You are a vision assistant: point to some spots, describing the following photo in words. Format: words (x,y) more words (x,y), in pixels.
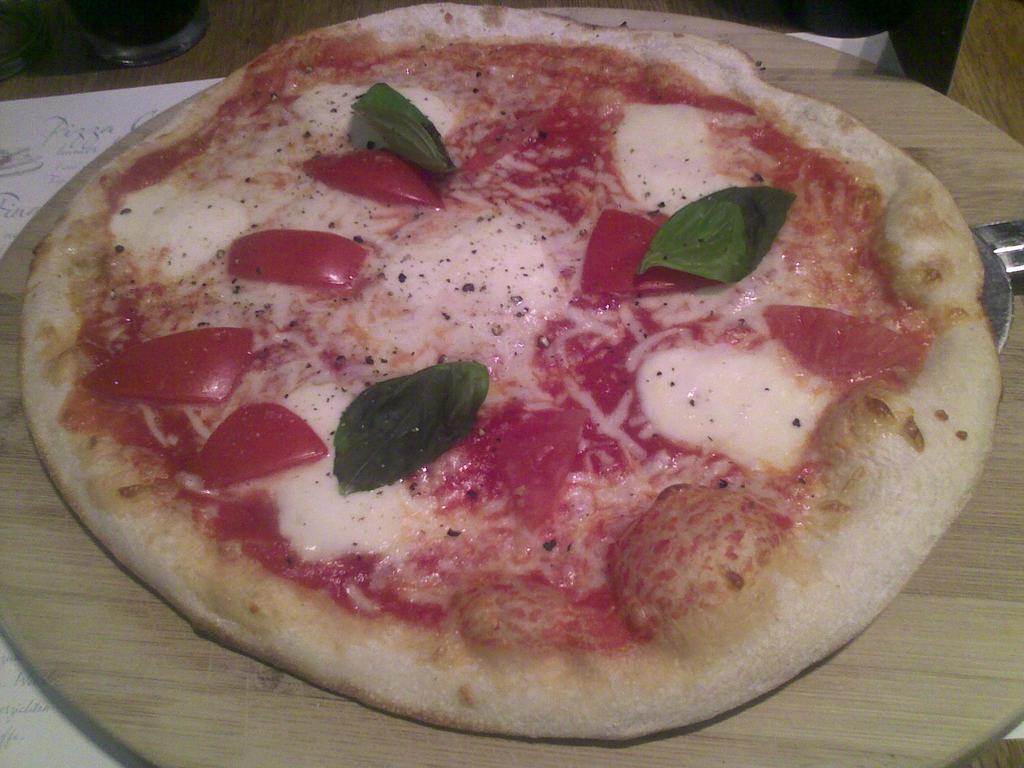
In this image we can see pizza (754,282) which is on wooden surface (902,614), there is some cheese (198,300), tomato slices (275,242) and some leaves (417,425).
